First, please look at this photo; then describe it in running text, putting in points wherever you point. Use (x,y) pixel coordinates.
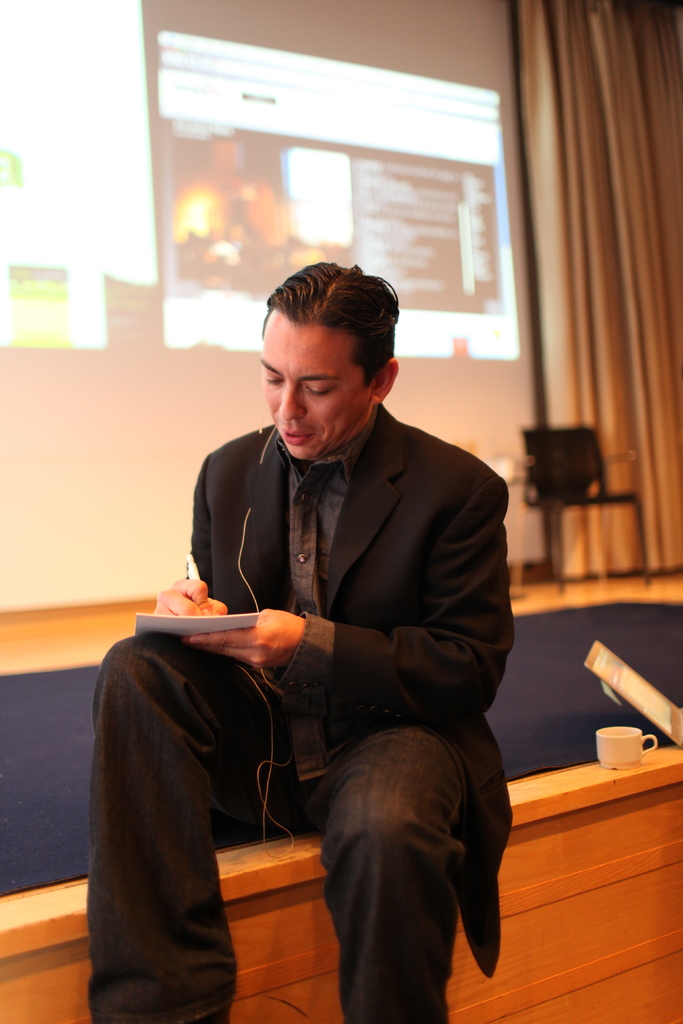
In this image we can see a person (316,653) is sitting on an object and writing on a paper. There is a projector screen (517,542) behind a person (343,683). A coffee cup (618,742) is placed on the wooden object (625,875).
